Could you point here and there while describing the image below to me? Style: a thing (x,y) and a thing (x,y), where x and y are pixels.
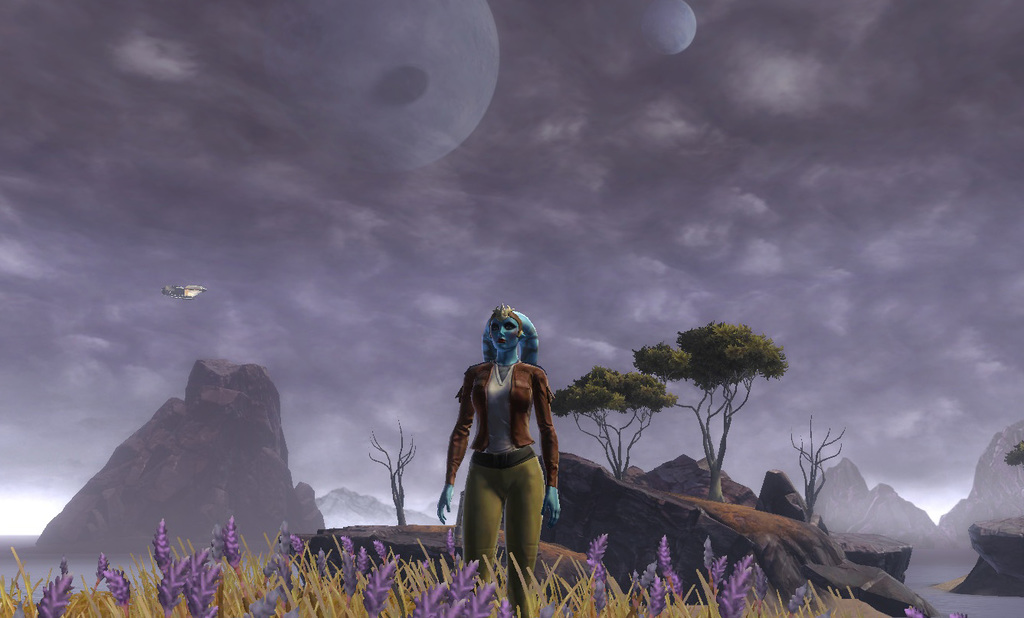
In this image we can see the animated picture and there is a person (534,350) standing and we can see some plants (512,611) with flowers (245,616) and trees (700,423). There are some rocks (226,447) and we can see the mountains (207,444) in the background (1019,499) and at the top (723,135) we can see the sky (246,105) and there is an object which looks like a space shuttle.
